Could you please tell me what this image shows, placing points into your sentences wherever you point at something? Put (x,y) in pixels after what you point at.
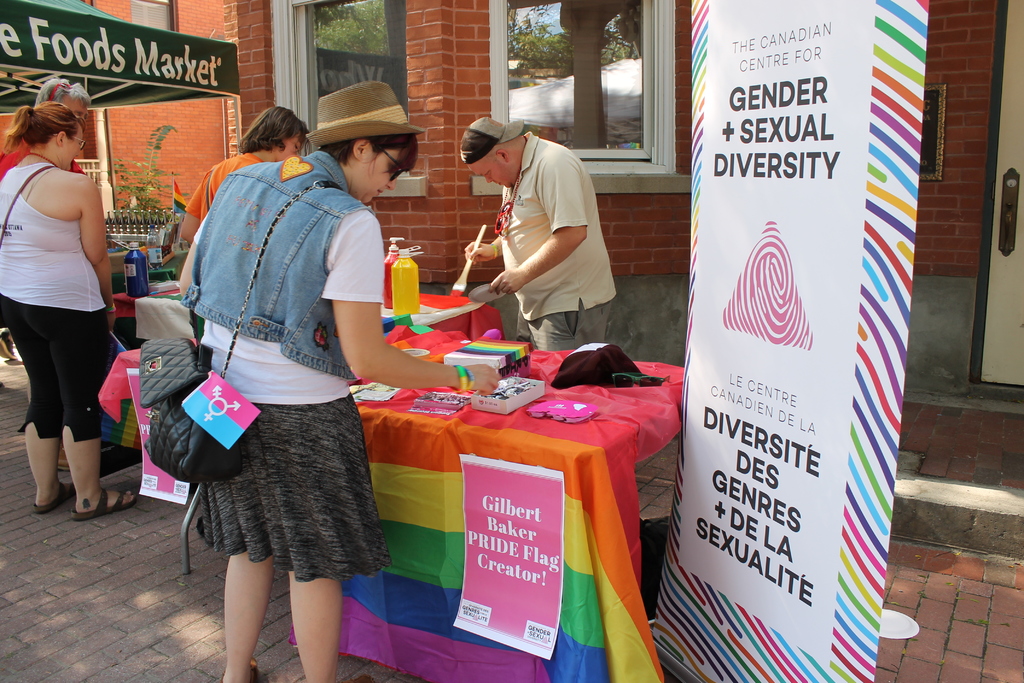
In this image there are group of persons (348,229) who are standing and doing some work at the right side of the image (763,387) there is a banner (844,382).
